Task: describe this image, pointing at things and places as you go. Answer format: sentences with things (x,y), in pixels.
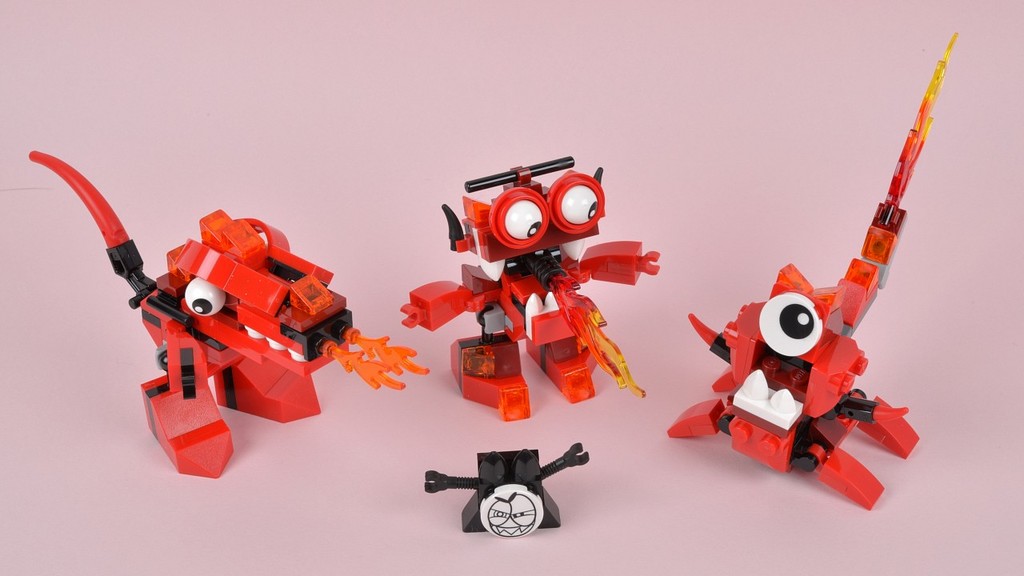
In this image I can see few red color toys (477,399). At the bottom (519,483) there is a black color object (516,485).
